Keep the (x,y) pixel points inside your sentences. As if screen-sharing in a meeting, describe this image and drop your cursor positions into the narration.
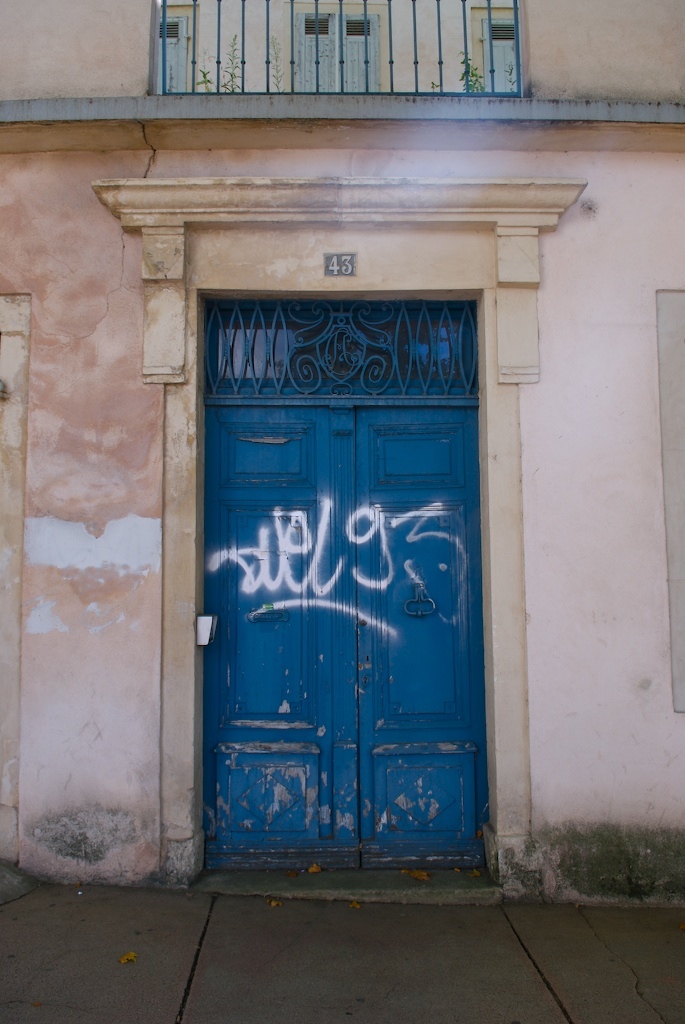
In this picture we can see few metal rods (438,23) and doors (327,532), at the top of the image (205,67) we can see few plants (480,77) and we can find some text (306,524) on the doors (327,452).
